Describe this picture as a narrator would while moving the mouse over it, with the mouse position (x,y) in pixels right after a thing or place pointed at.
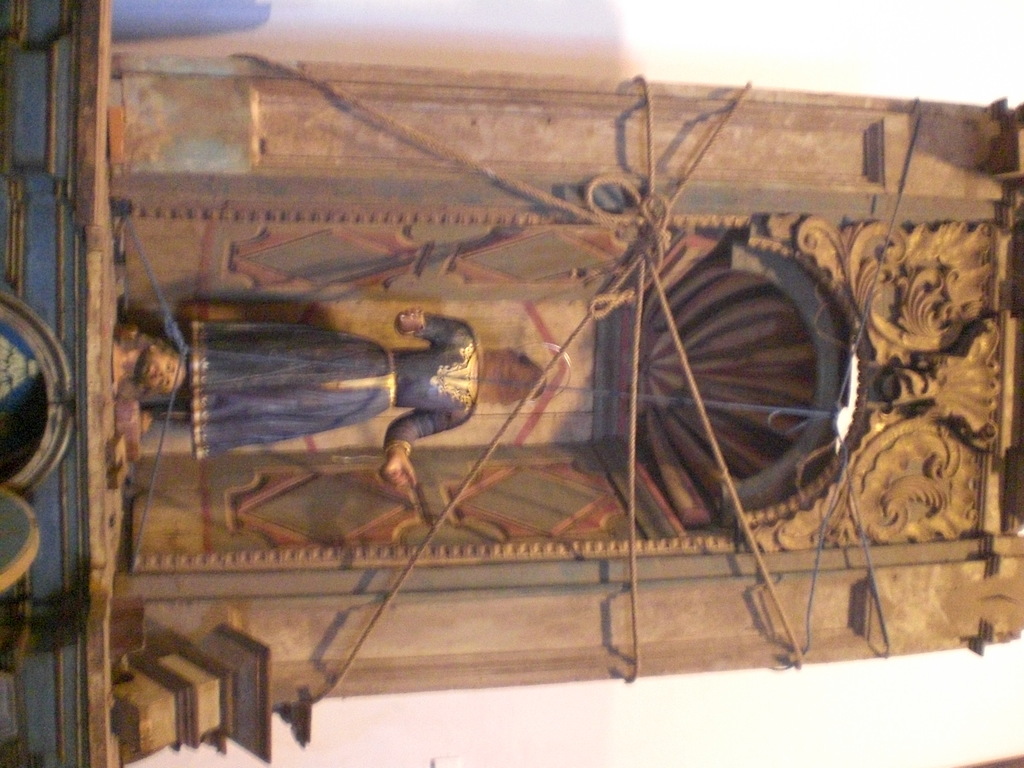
In this image in the center (527,377) there is a wooden wall (792,526) and a statue (304,431), and there are ropes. In the background (384,720) there is wall (345,721), and on the left side of the image (51,342) there is a wooden board (77,391) and some objects (47,432).
